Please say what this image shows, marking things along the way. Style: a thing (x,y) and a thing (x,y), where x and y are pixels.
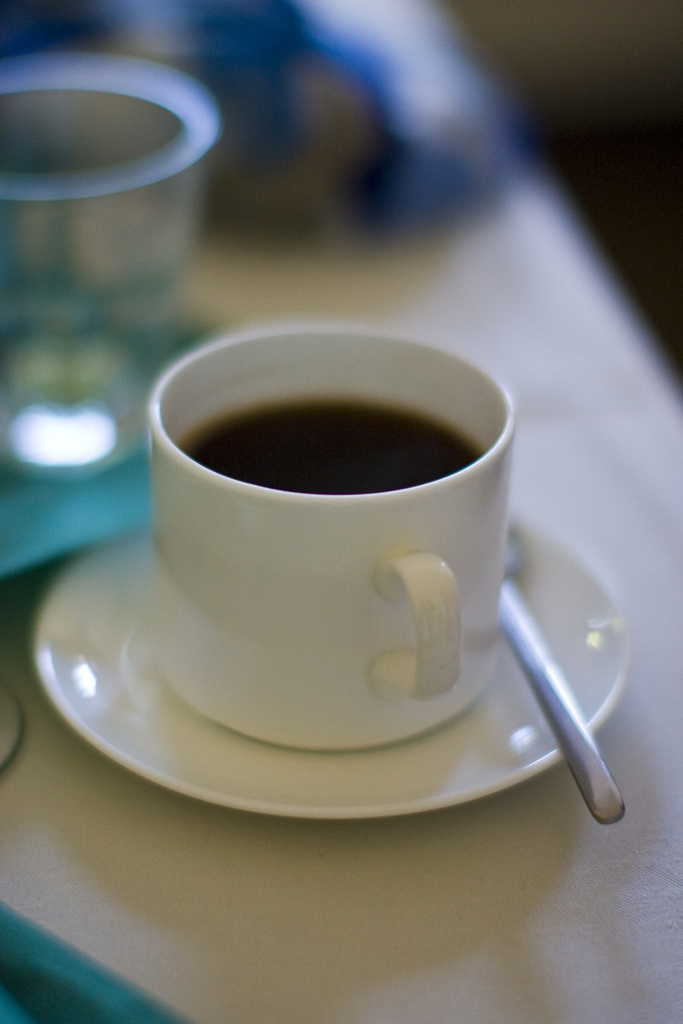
In this picture, we can see a saucer (277,749) on an object (384,837) and on the saucer (370,778) there is a spoon (509,634) and a cup (305,568) with liquid (299,458) and behind the cup (207,419) there are blurred things (0,101).
